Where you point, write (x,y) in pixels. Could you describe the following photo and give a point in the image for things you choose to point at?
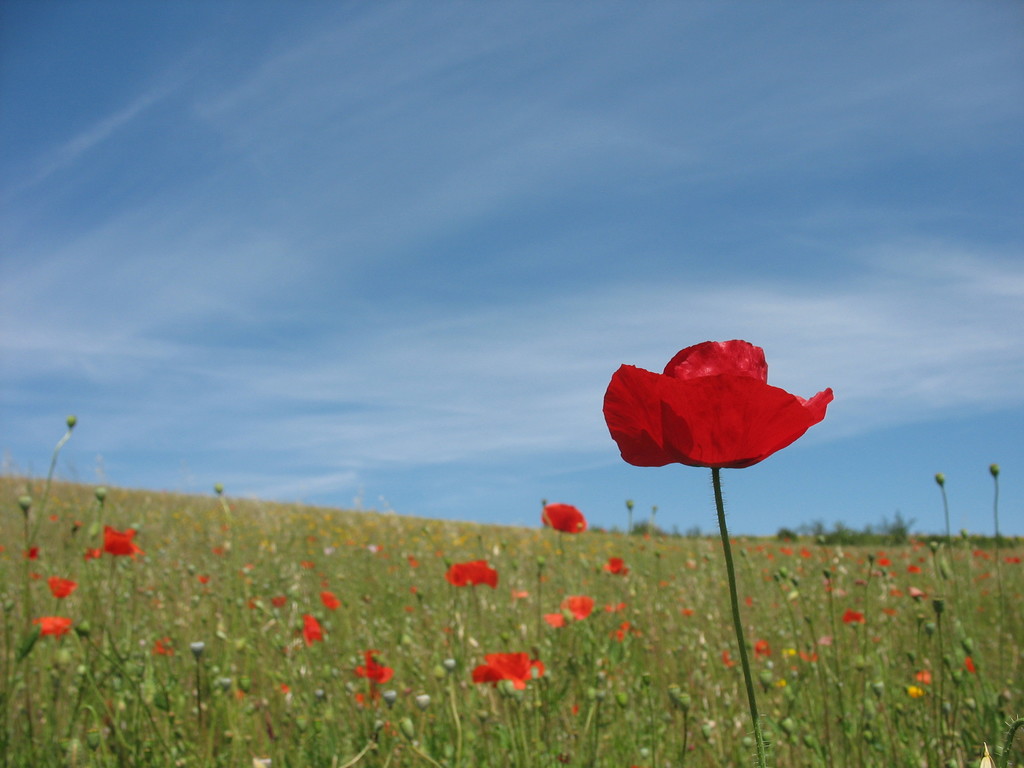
In this image there are plants (112,630). There are buds (24,496) and flowers (702,455) to the plants (520,576). At the top (389,151) there is the sky (375,198).
